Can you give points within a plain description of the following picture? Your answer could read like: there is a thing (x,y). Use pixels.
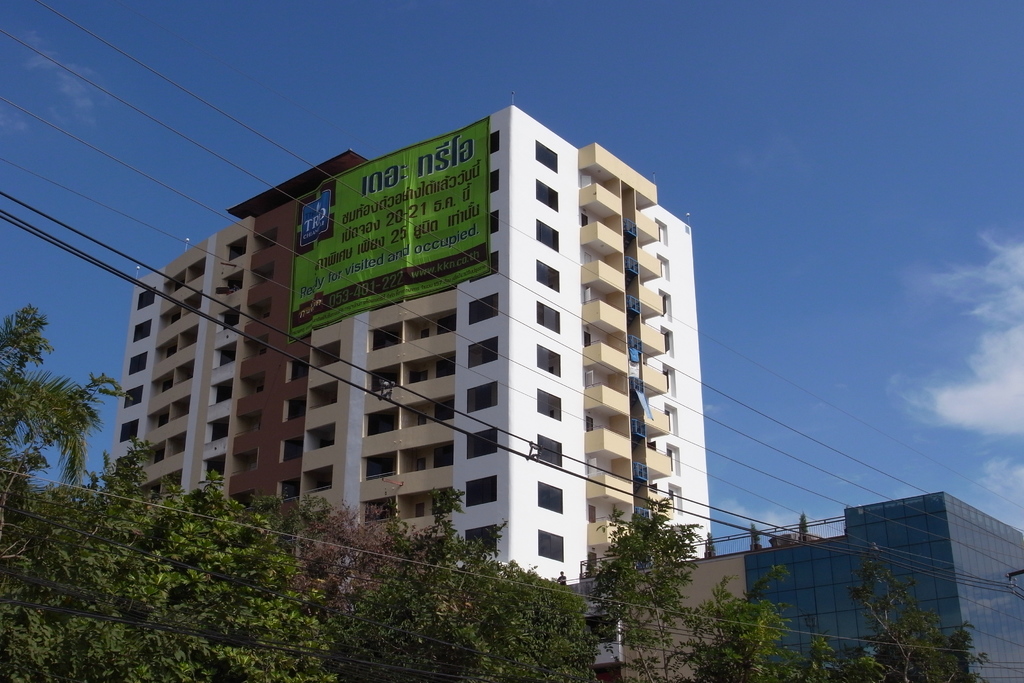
In the image there is a tall building (500,218) and there is a huge banner (360,204) kept in front of the building (493,132), there are many trees (338,588) in the front (720,626) and in front of those trees (256,604) there are a lot of wires (337,180).
